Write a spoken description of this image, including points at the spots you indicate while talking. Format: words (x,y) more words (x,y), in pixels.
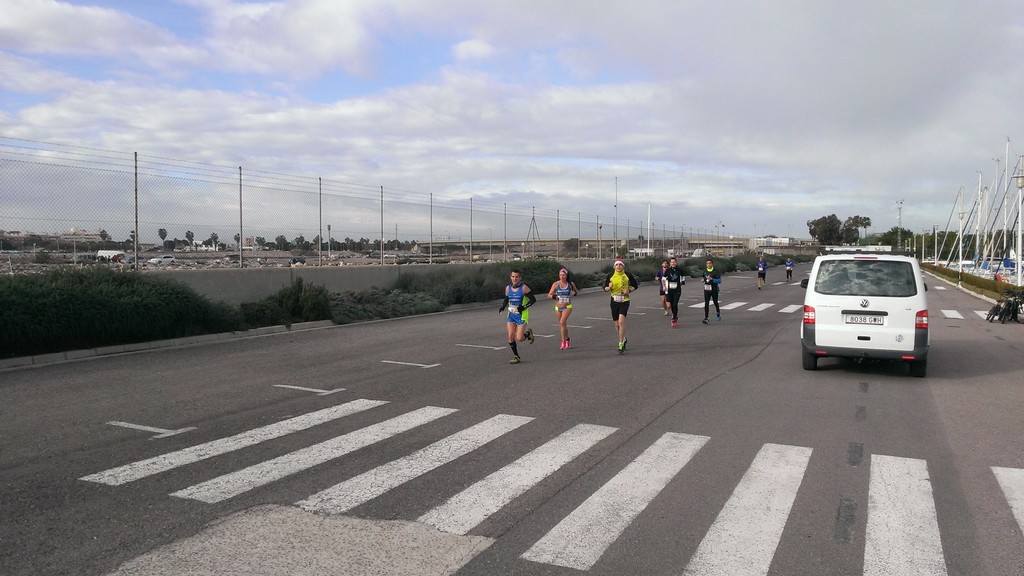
In the image we can see there are people (524,306) running on the road (641,416) and there is a vehicle (882,318) parked on the road (755,372). Behind there are trees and there are plants (477,278) beside the road (775,333).
